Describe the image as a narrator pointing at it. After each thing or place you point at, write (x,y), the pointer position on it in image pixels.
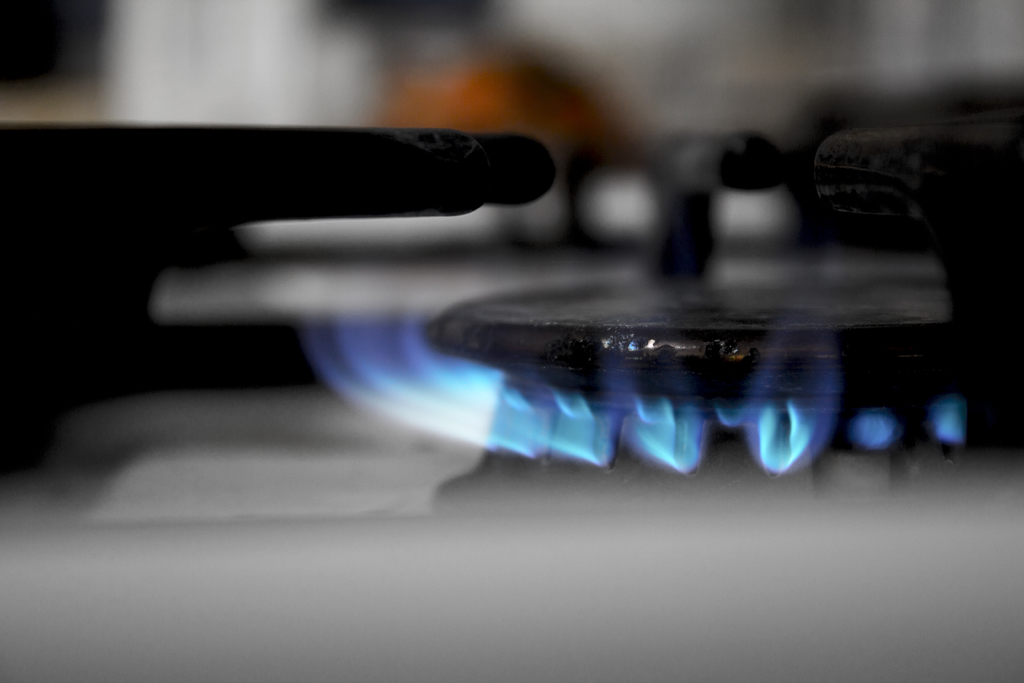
In this image we can see burner (860,339) and fire (465,402).
